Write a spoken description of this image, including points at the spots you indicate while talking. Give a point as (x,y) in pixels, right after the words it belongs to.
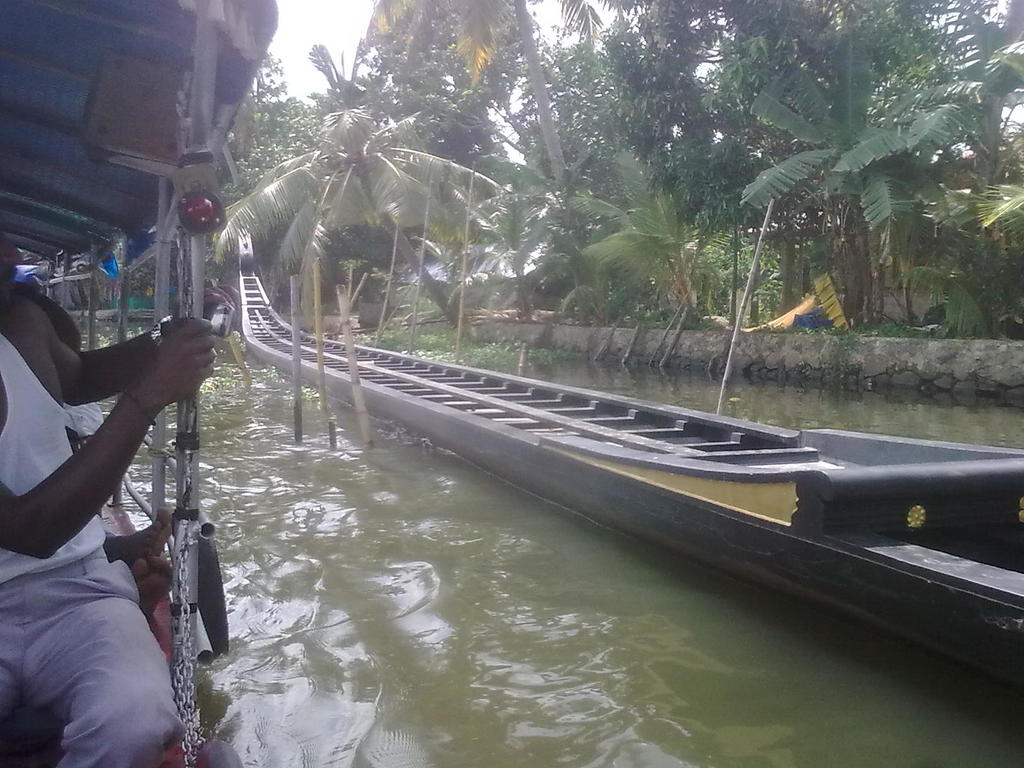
In this image we can see a boat (478,466) in the water (407,452), here a person (114,587) is sitting, here are the trees (670,193), at above here is the sky (294,57).
